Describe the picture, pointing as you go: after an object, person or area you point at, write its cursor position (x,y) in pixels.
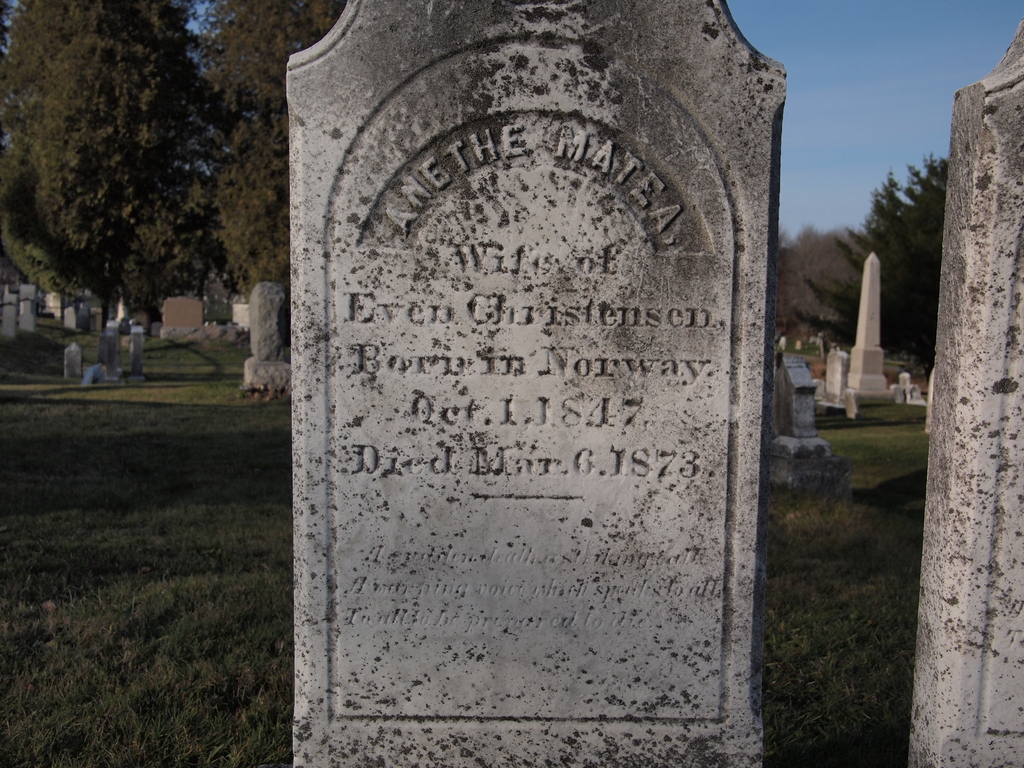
This is a graveyard (240,306) and we can see carvings (339,591) on the stones (339,591) and there are trees (33,157) and grass (146,357) on the ground (93,742). In the background (856,60) we can see the sky (783,44).
